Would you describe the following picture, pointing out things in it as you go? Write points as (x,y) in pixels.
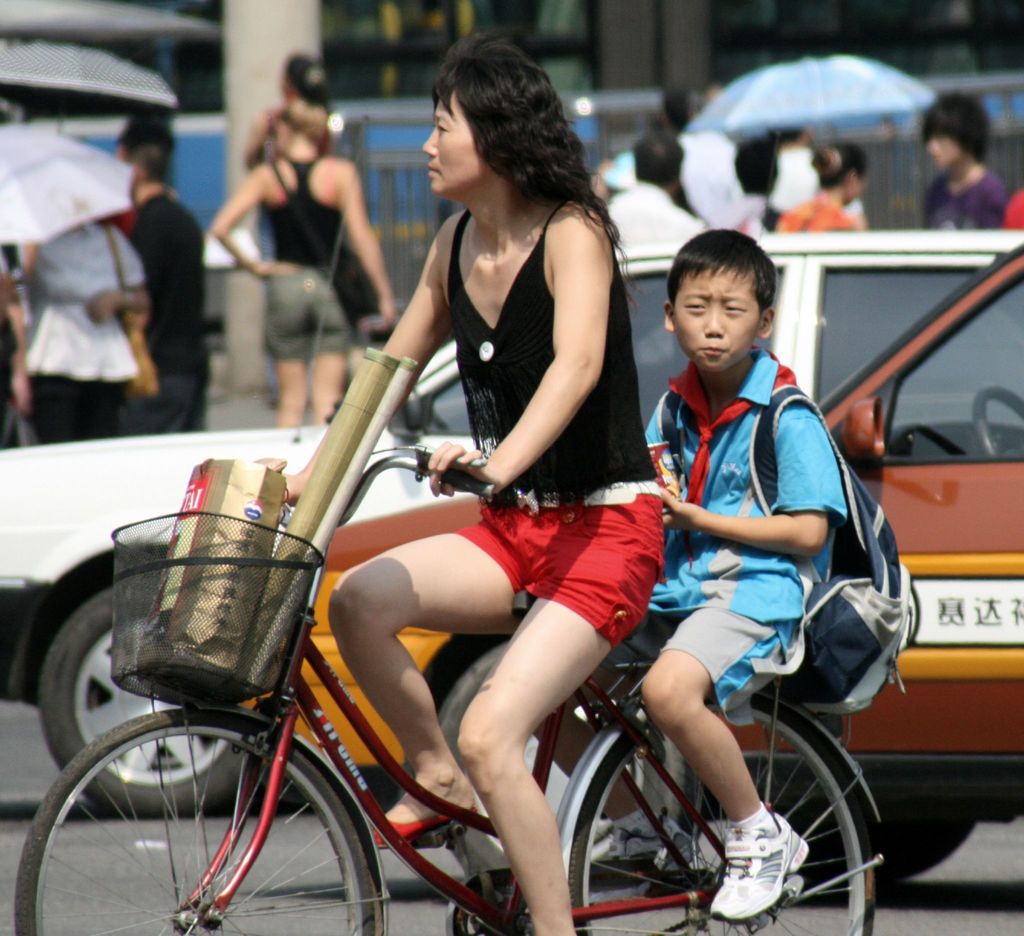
There are two persons (818,538) on the bicycle (34,919). There are some vehicles (918,865) and this road (961,906). Here we can see some persons (635,175) and these are the umbrellas (125,169).
